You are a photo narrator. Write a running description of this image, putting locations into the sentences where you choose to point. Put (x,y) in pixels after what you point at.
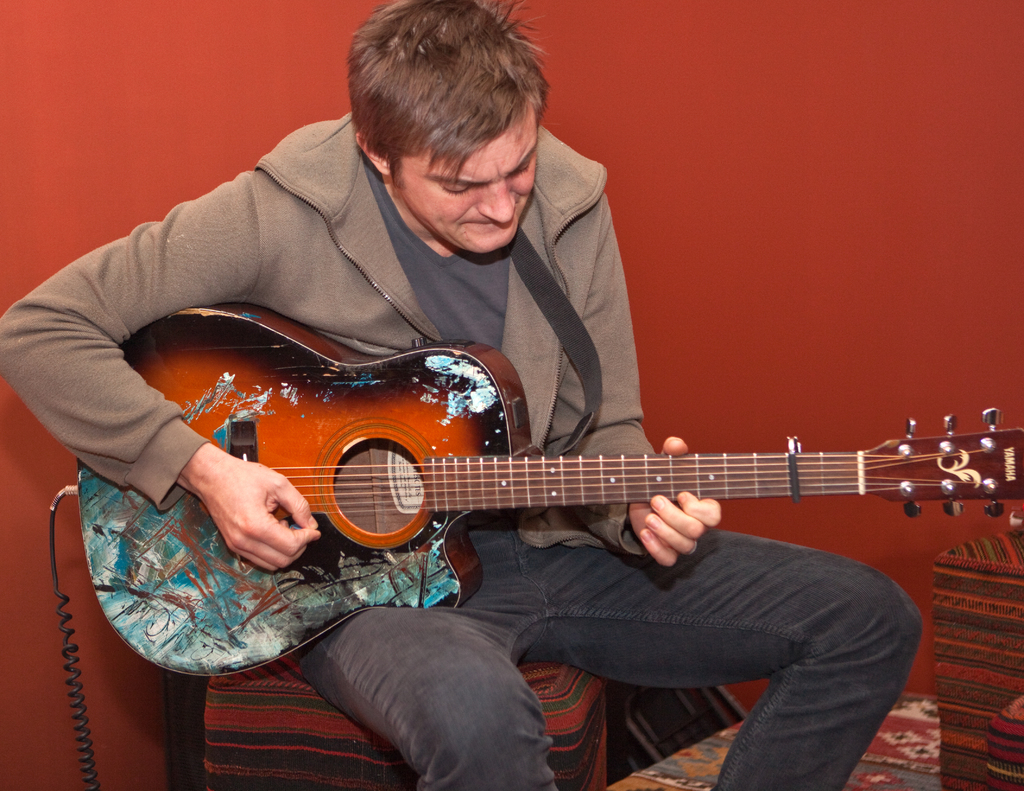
In this image there is a man (428,46) sitting in a chair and playing a guitar (619,481) and at the back ground (826,511) there is a chair (964,659), wall (792,261).
